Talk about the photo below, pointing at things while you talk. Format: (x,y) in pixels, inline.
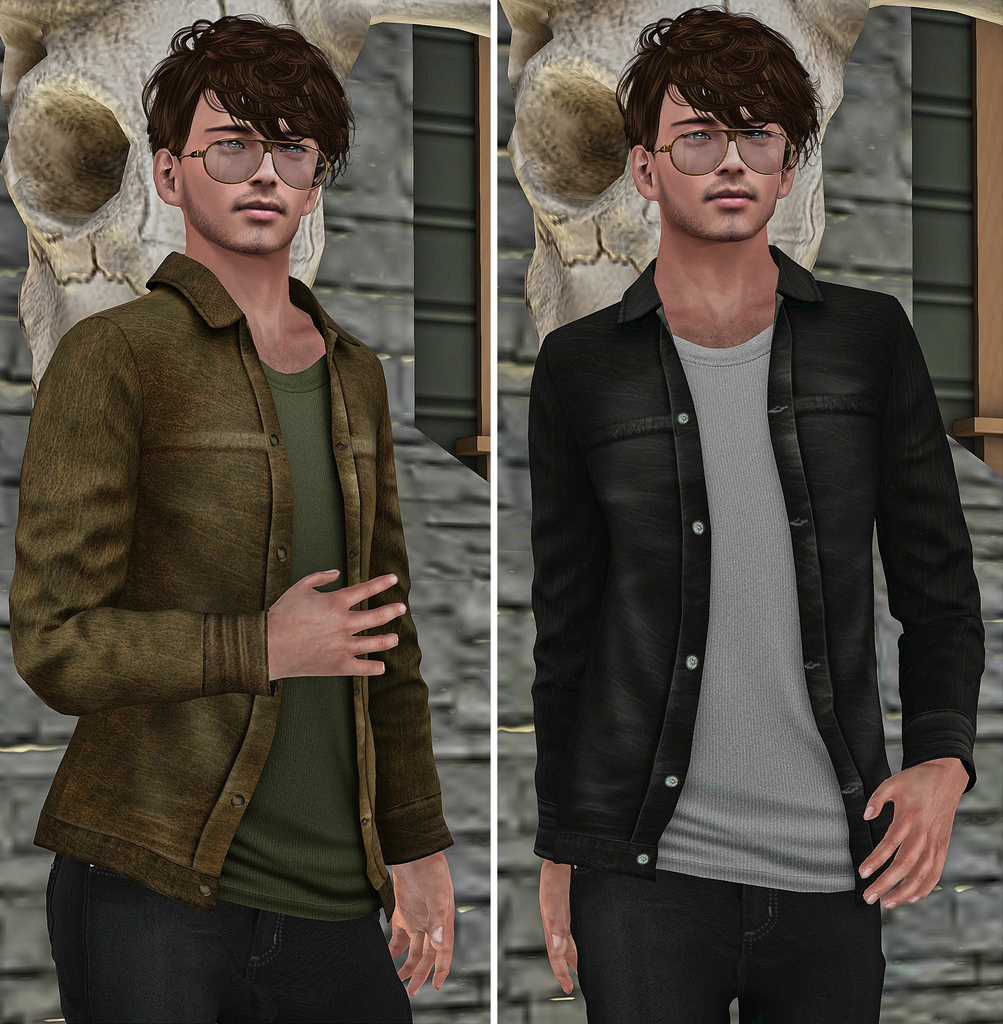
This image is an animated image. This image is a collage of two images. Both are different images. In the background (518,406) there is a wall (886,154). In the middle of the image (656,573) a man (623,387) is standing.
